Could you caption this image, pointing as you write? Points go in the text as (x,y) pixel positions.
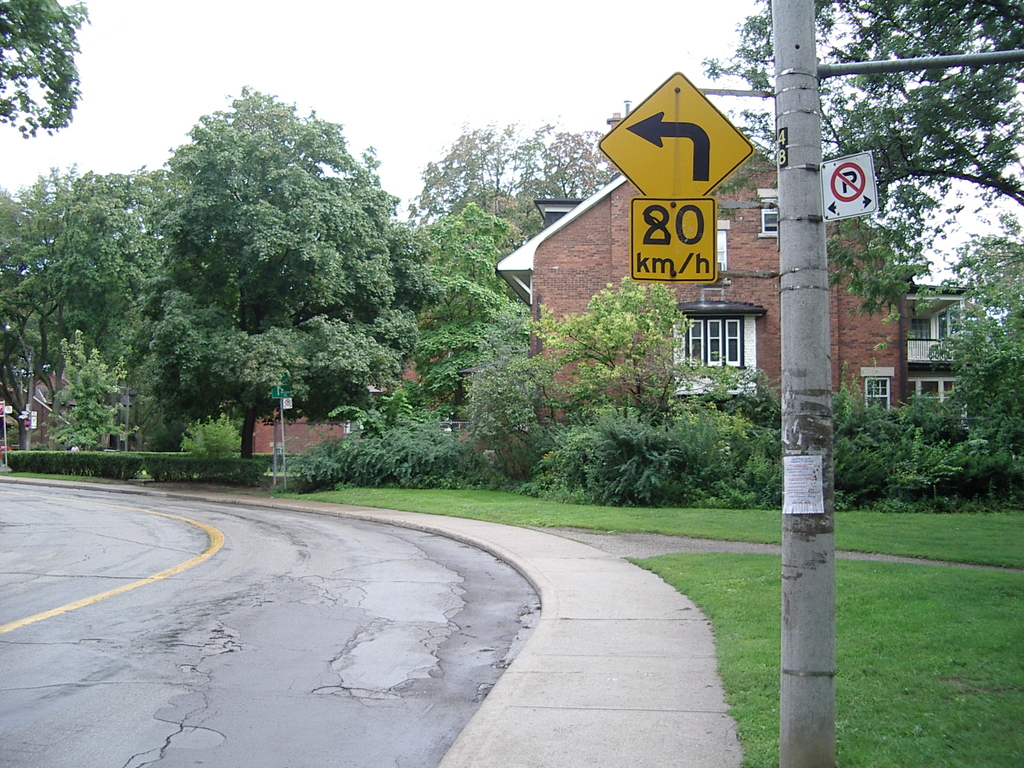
In this image we can see a road (87,529). Near to the road (451,655) there is a sidewalk (542,675). On the ground (967,602) there is grass (928,612). On the right side (804,334) there is a pole (785,328). Also there are sign boards (844,181). In the back (366,341) there are trees (410,330) and a building (747,316) with windows (736,333). In the background (445,86) there is sky (389,87).
